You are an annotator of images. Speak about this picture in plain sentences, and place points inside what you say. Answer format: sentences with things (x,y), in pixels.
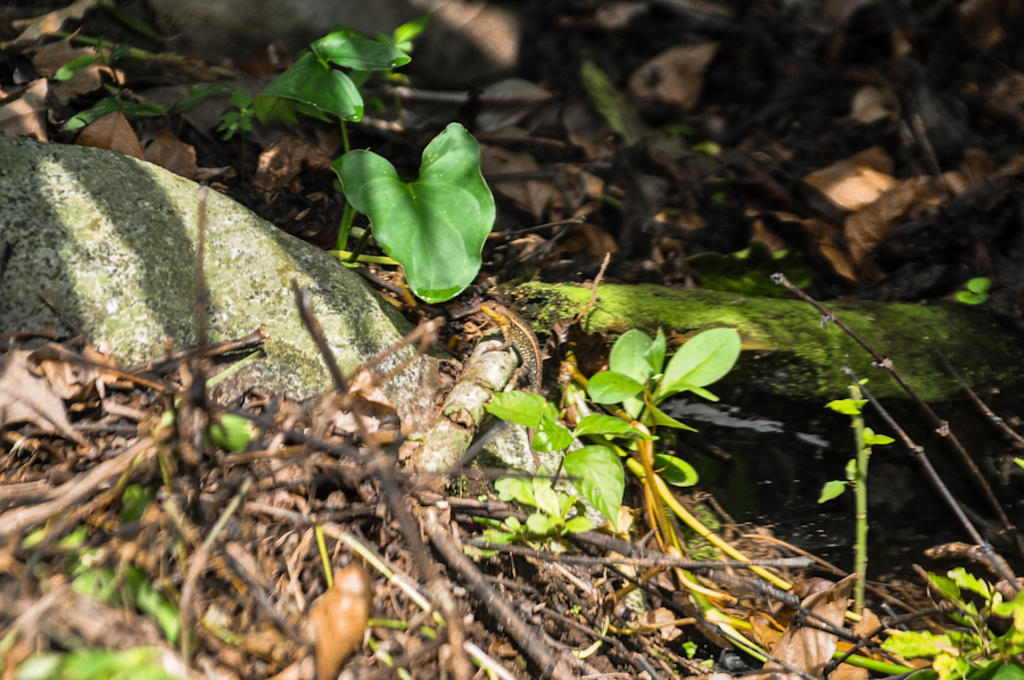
We can see green leaves (325,44), dried leaves (33,360), algae (630,317) and wooden sticks (178,429).
